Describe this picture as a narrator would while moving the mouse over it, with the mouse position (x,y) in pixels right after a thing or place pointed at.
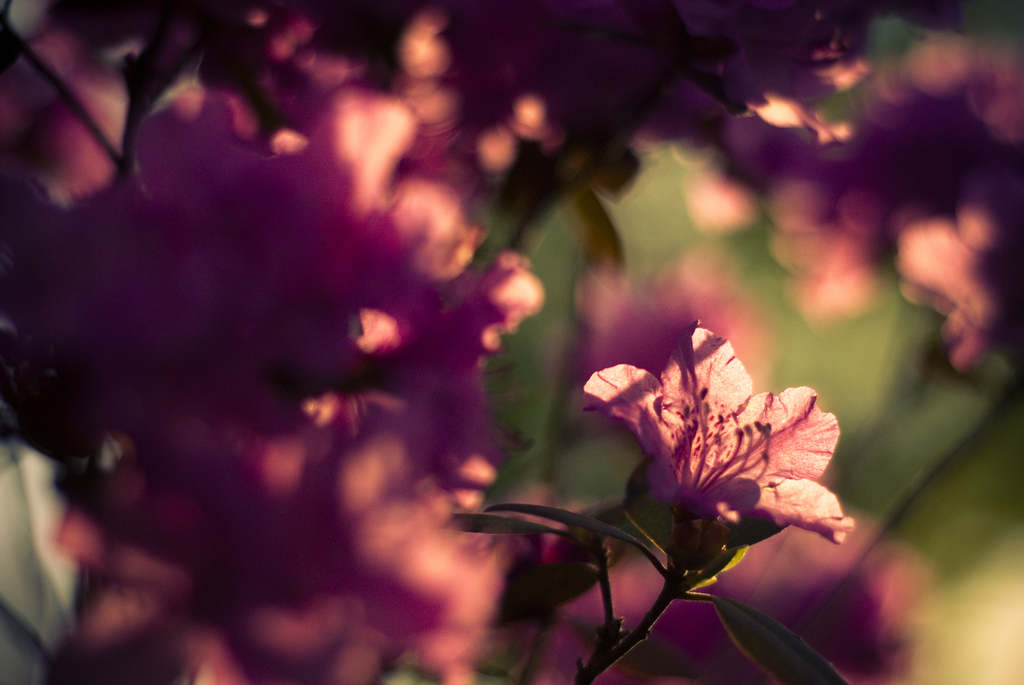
In the picture I can see the pink color flowers (610,388) of a plant (759,523) and the surroundings of the image are blurred.
